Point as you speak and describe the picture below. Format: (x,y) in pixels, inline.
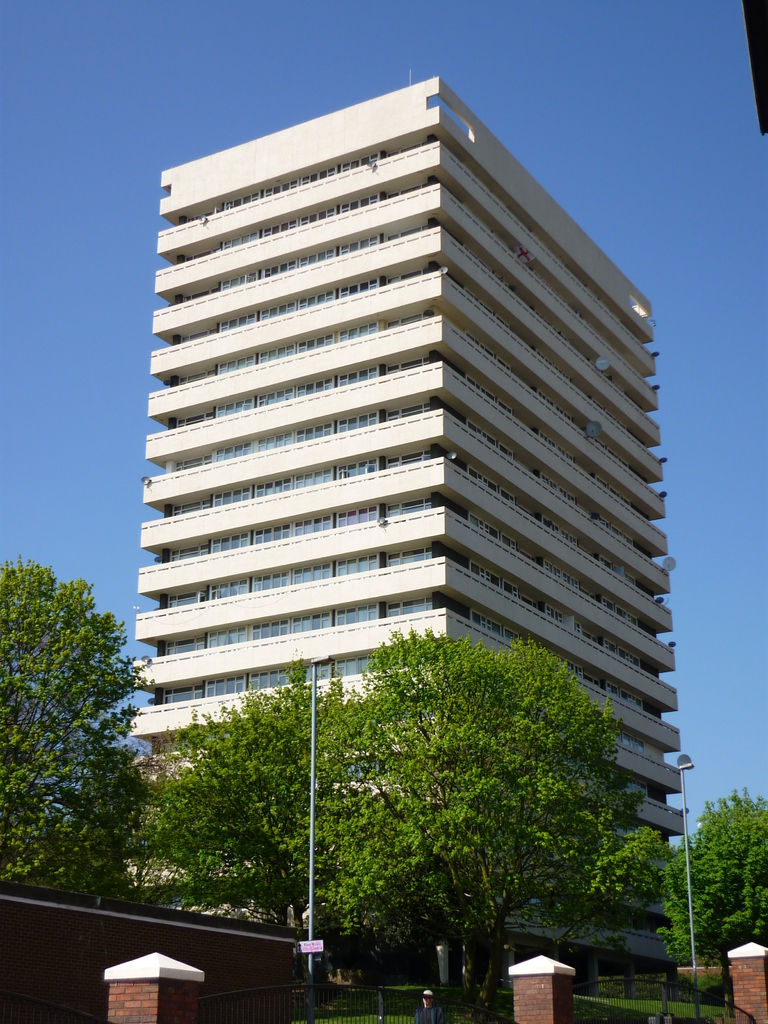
In this image we can see a building (483,506). Behind the building (197,264), we can see the sky (740,508). At the bottom of the image (728,1002), we can see a gate (353,987), a pole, trees (334,918) and a person (425,999).
